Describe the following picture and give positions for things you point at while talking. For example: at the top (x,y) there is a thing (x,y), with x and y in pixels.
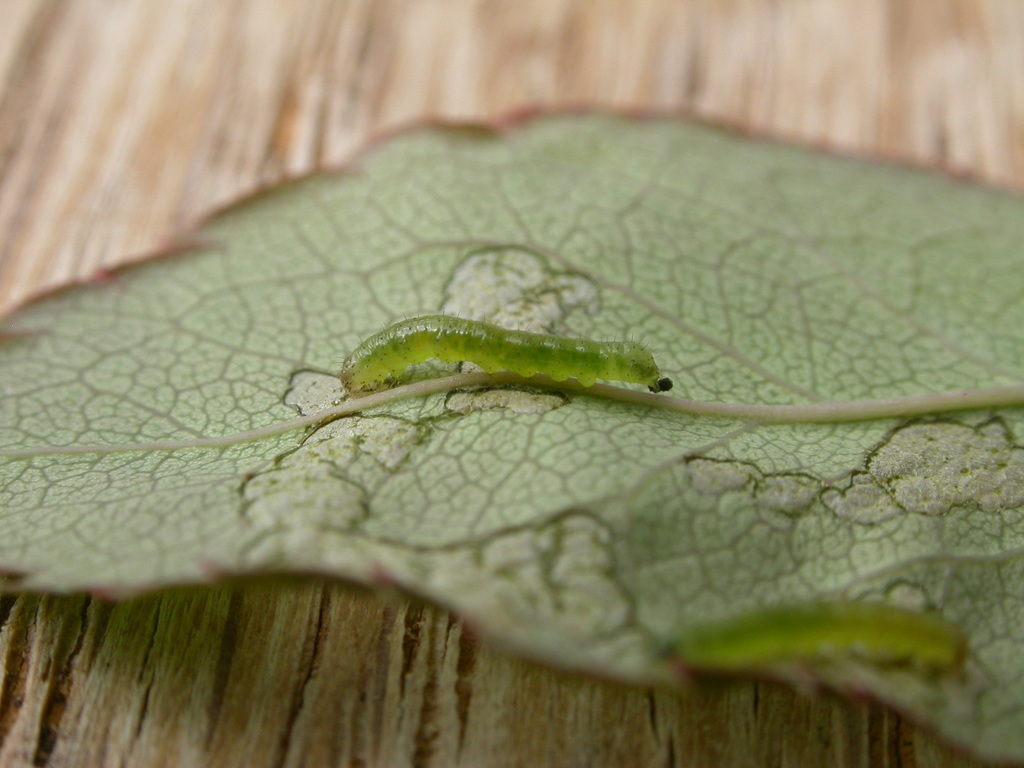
In this image we can see insects (827,637) on the leaf (695,598) placed on the surface (939,84).
